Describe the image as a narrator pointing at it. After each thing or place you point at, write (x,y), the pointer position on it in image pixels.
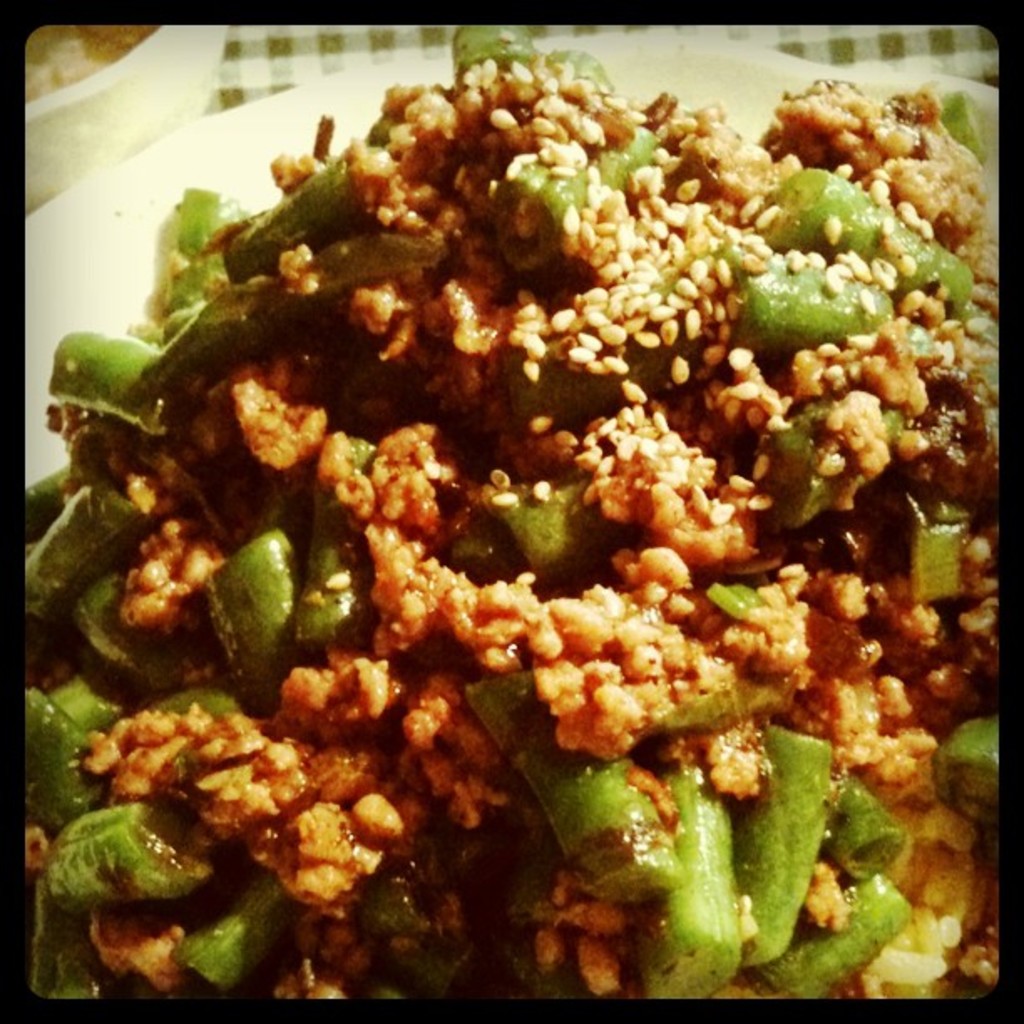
In this image we can see some food item (518,454) in the bowl (252,125).
